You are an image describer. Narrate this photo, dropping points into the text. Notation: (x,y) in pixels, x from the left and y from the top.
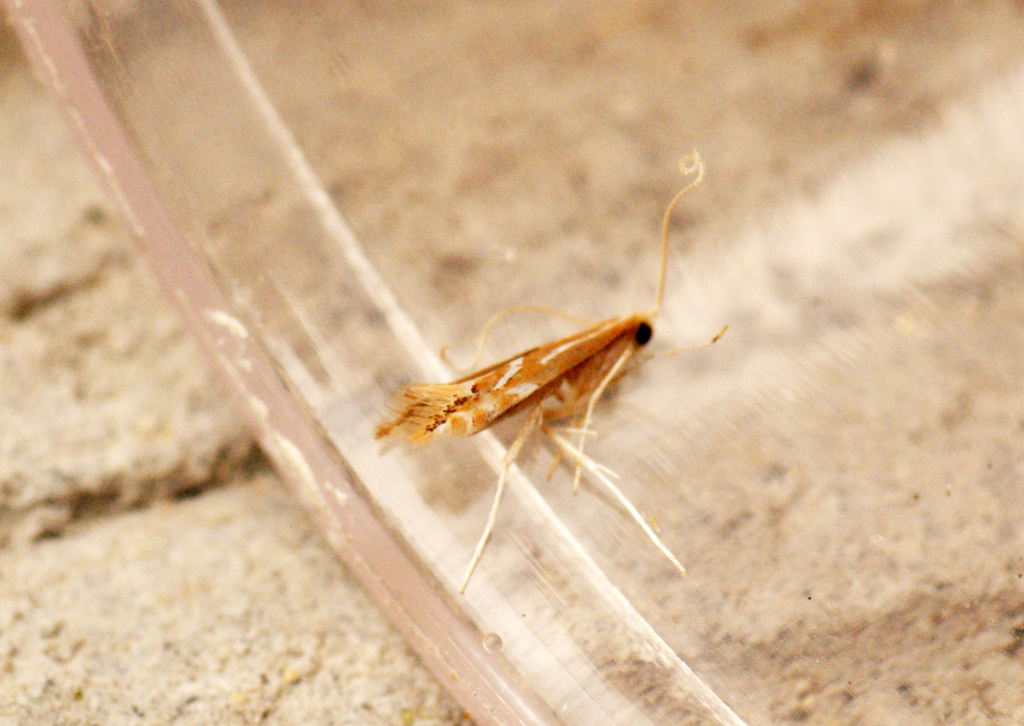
In this image there is an insect (460,420) on the object (486,494) which is on the land (181,530).
